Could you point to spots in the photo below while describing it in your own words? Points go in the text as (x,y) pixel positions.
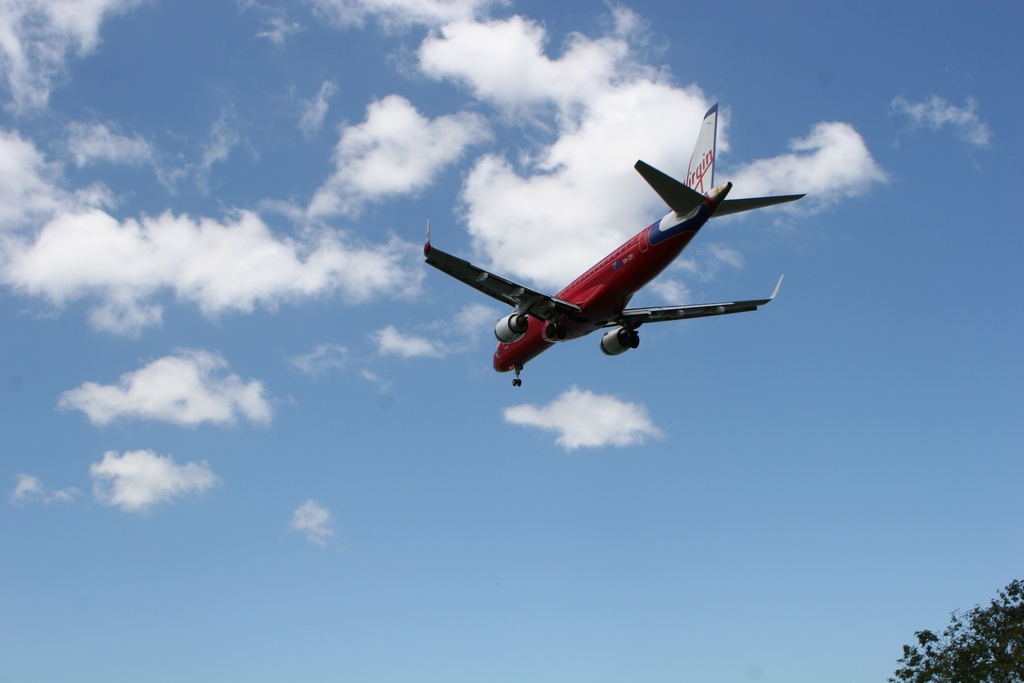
In this image we can see an airplane (612,285) which is of red and white color flying in the air (413,453) and at the top of the image (588,181) there is cloudy sky (797,523) and at the bottom right of the image (966,642) there is tree (1003,639).
